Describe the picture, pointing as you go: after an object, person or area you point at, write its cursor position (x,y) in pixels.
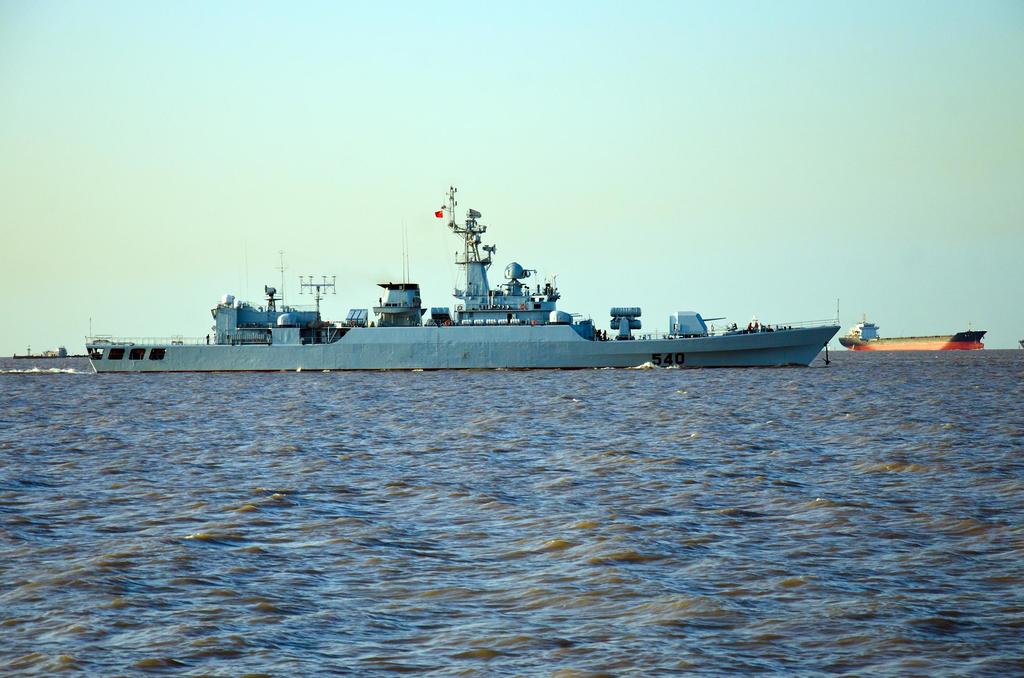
In this picture we can see blue color ship (195,367) on the water (269,391). On the ship (497,332) we can see towers (469,254), poles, fencing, flags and other objects (462,308). On the right (928,342) we can see a cargo ship (887,342). On the top (393,150) we can see sky (936,123). In the background (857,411) we can see ocean (728,473).
